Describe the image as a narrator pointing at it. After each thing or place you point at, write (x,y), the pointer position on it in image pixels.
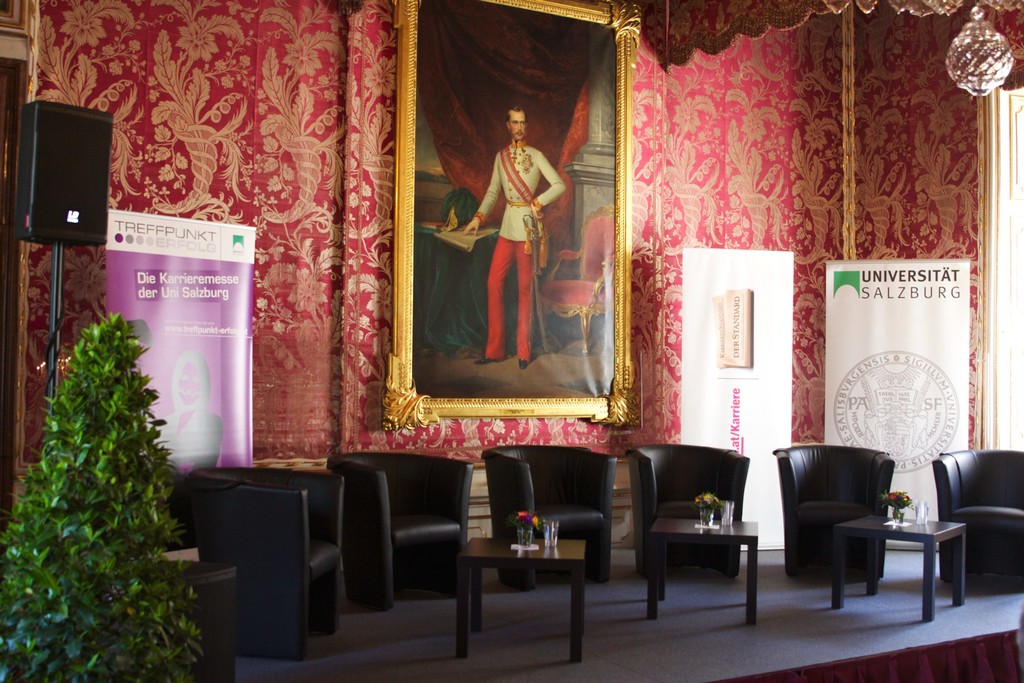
In this image I see 6 chairs (1010,526) and 3 tables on which there are glasses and I see a plant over here. In the background (219,411) I see a speaker (68,128), 3 boards (220,258) and a photo frame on the wall (170,37).
